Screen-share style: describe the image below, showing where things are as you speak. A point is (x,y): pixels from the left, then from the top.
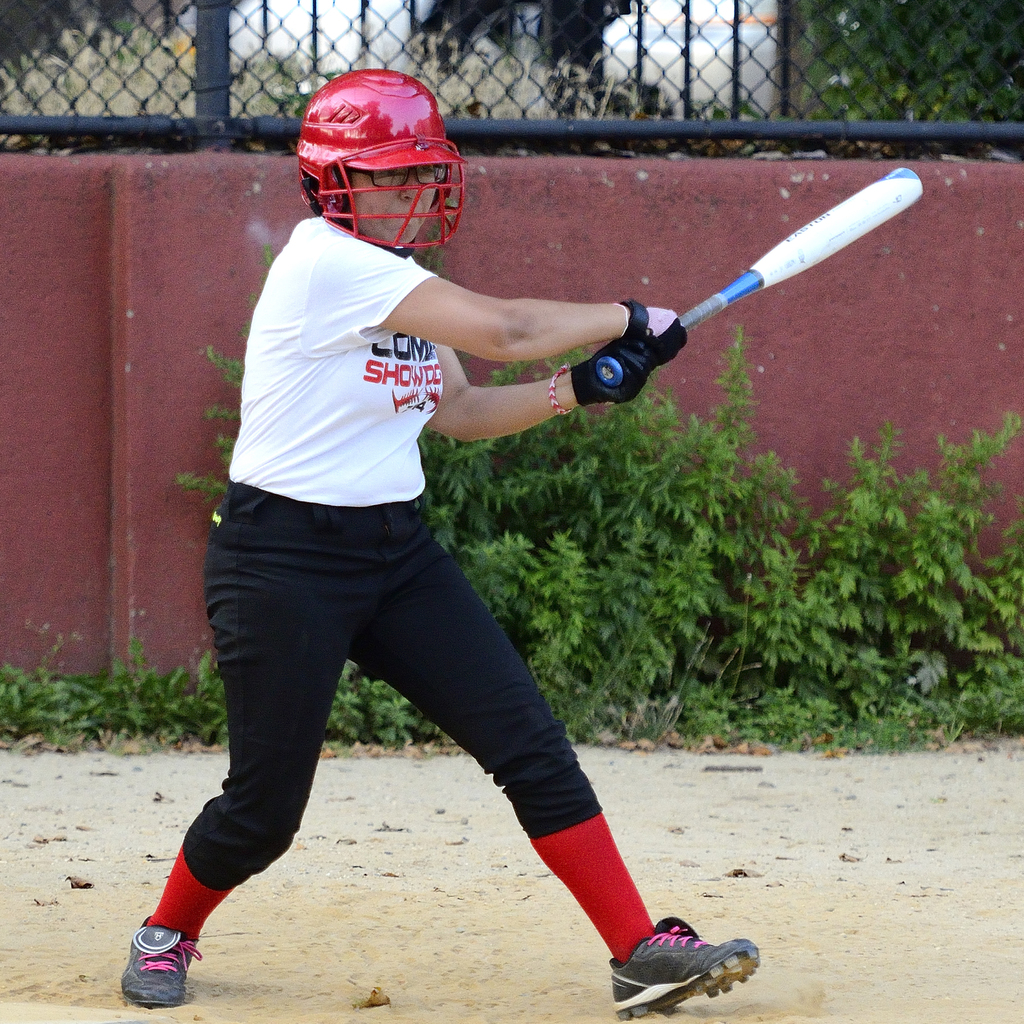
In the image there is a person (300,465) in white t-shirt (313,479) and black pants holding a baseball bat (740,299) and behind there is a wall (468,184) with fence (603,114) above it and plants (817,603) below it on the land (821,813).
